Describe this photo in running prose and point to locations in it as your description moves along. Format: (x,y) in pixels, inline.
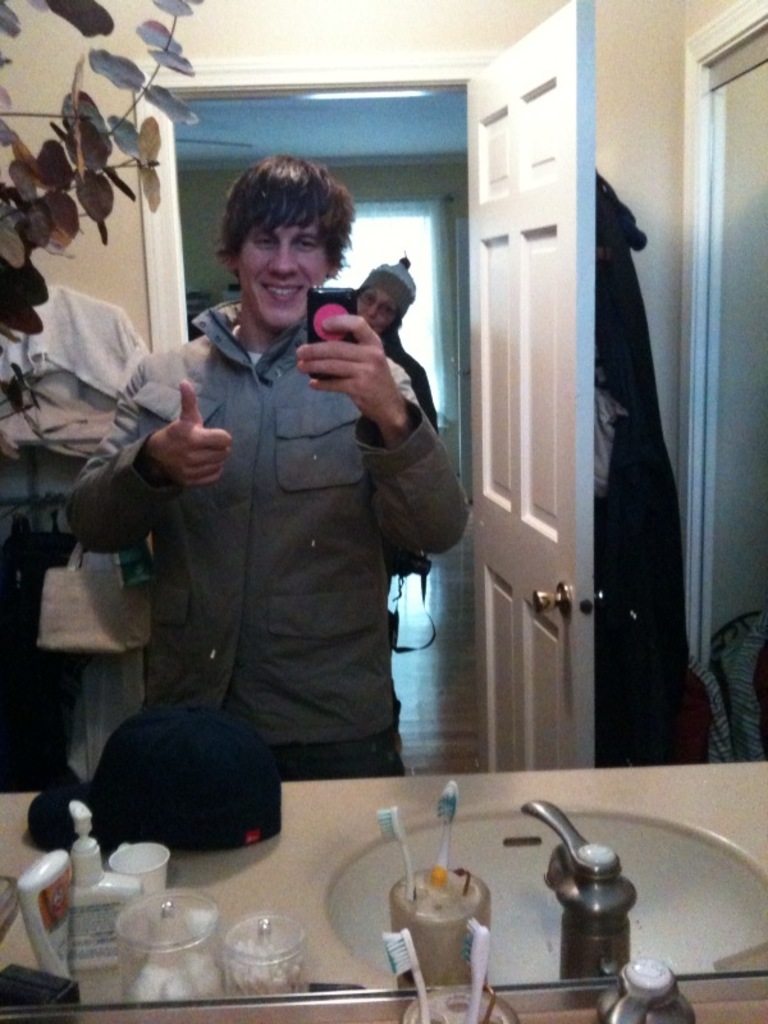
In this picture there is a person (336,564) standing and holding a mobile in his hand (331,359) and there is another person (376,313) behind him and there is a wash basin (516,844) and some other objects (434,889) in front of him and there is a door (574,390) in the right corner (569,371) and there are some other objects (65,197) in the left corner (58,308).
